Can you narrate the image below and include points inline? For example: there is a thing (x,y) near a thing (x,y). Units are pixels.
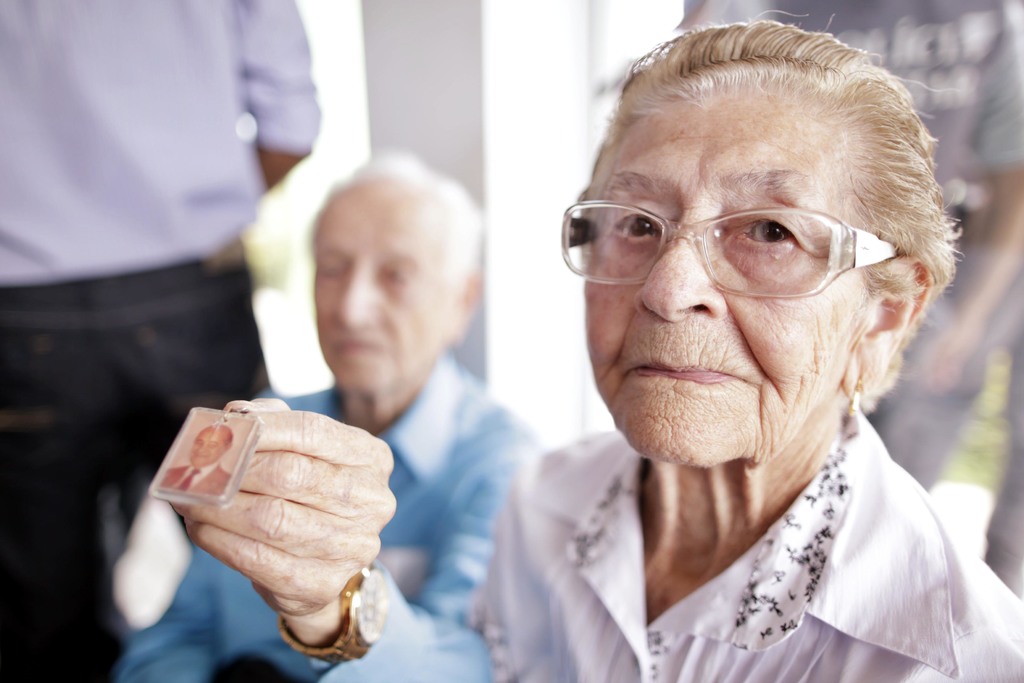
In this picture i can see a woman (631,493) and a man (348,341). The man (336,539) is holding an object (219,490) and wearing a watch (360,607). The woman (731,114) is wearing glasses (754,232). In the background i can see people (747,3).
